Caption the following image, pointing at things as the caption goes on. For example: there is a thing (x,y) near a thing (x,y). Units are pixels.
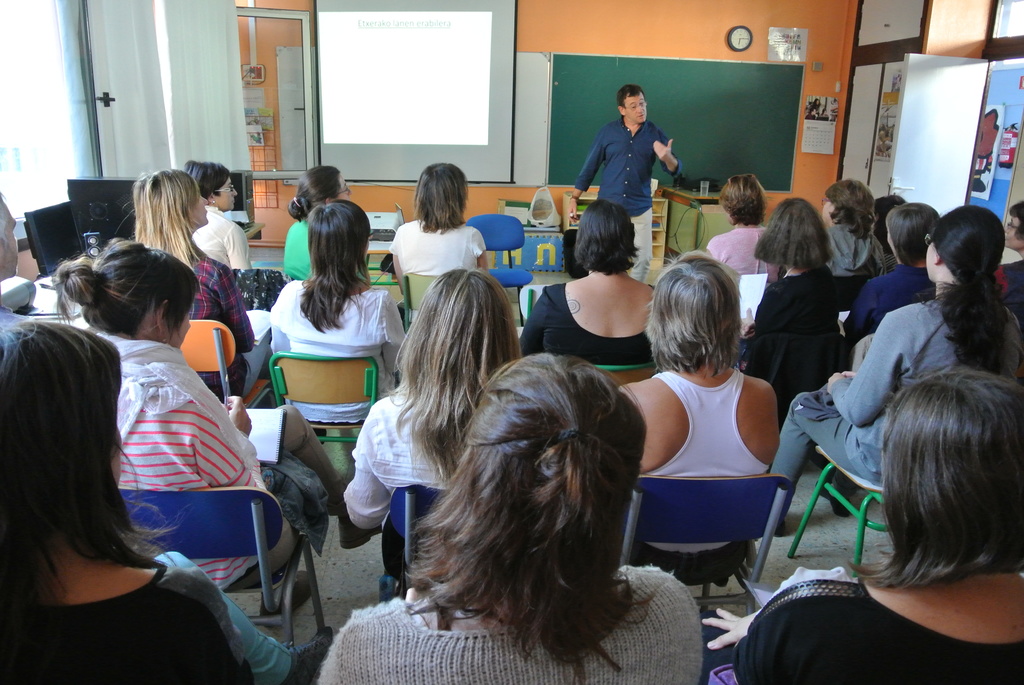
In this image we can see people (536,325) sitting on the chairs (396,501), boards (728,120), curtains (139,26), clock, posters (790,42), door (918,163) and we can also see a person (629,126) standing.
